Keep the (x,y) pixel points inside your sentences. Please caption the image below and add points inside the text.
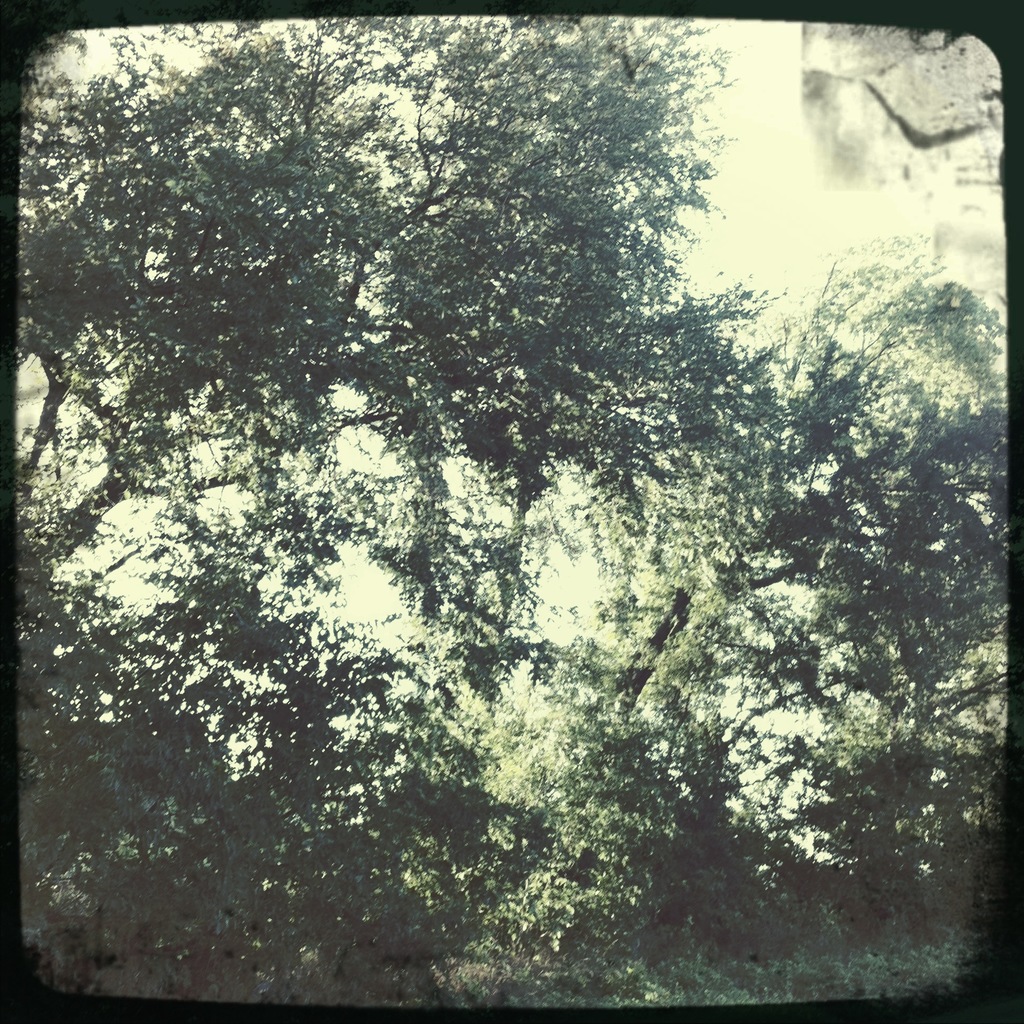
In this image there are trees (442,456). In the background (730,242) there is sky (768,178).
